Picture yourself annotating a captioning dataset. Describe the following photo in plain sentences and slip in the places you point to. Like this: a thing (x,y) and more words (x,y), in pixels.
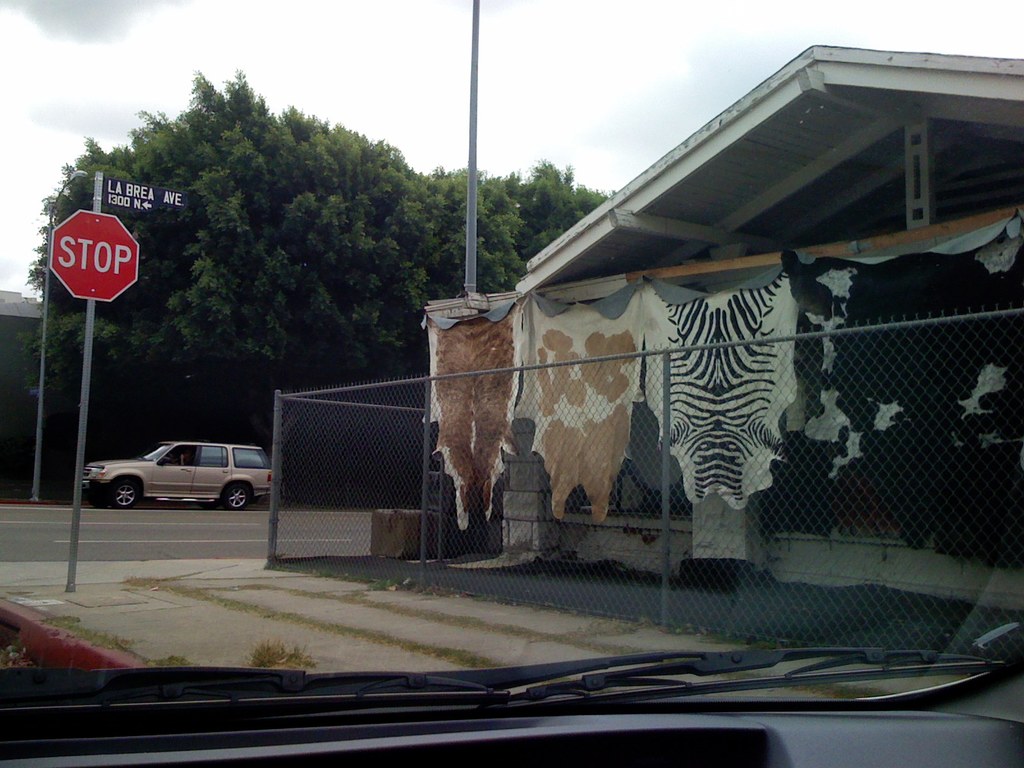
In this picture we can see a vehicle (198,497) on the road (253,545), poles (79,454), sign boards (118,245), fences (415,456), clothes (742,319), trees (176,434), shed (501,517) and some objects (129,726) and in the background (605,80) we can see the sky (299,84).
